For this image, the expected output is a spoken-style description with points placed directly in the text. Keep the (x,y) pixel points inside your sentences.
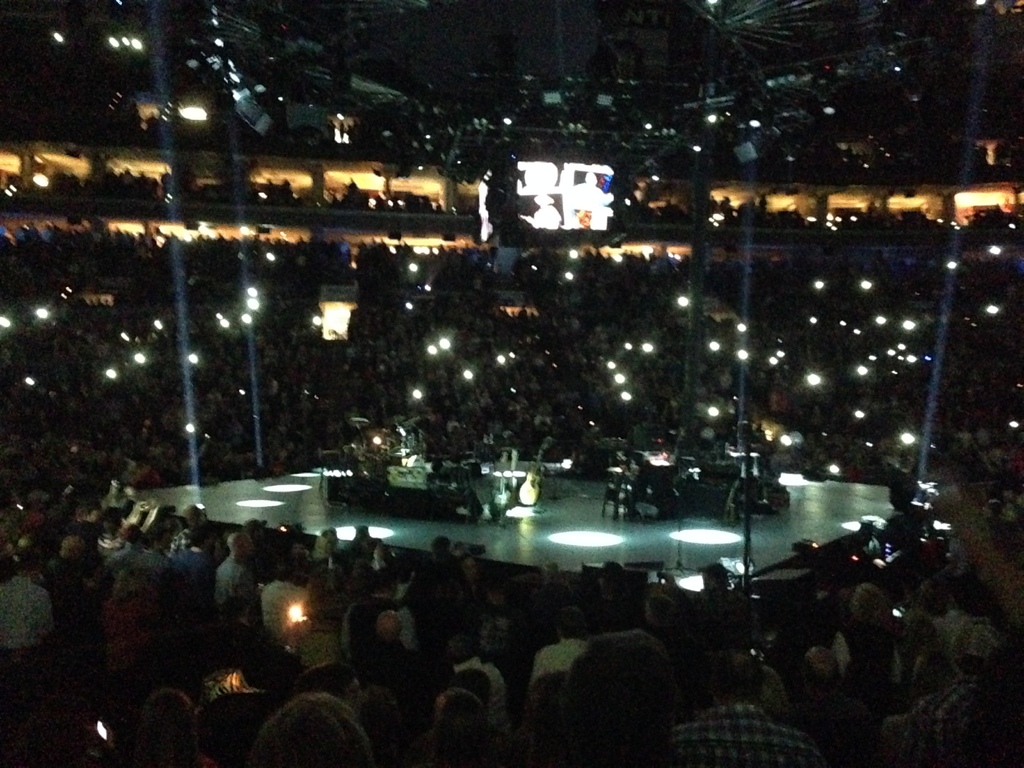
In this picture we can see a stage (842,499) and around this stage (379,536) we can see crowd (862,325) and on this stage (793,503) we can see musical instruments (422,464) such as guitar (538,464) and top of the crowd (206,397) we can see screen (526,192).
